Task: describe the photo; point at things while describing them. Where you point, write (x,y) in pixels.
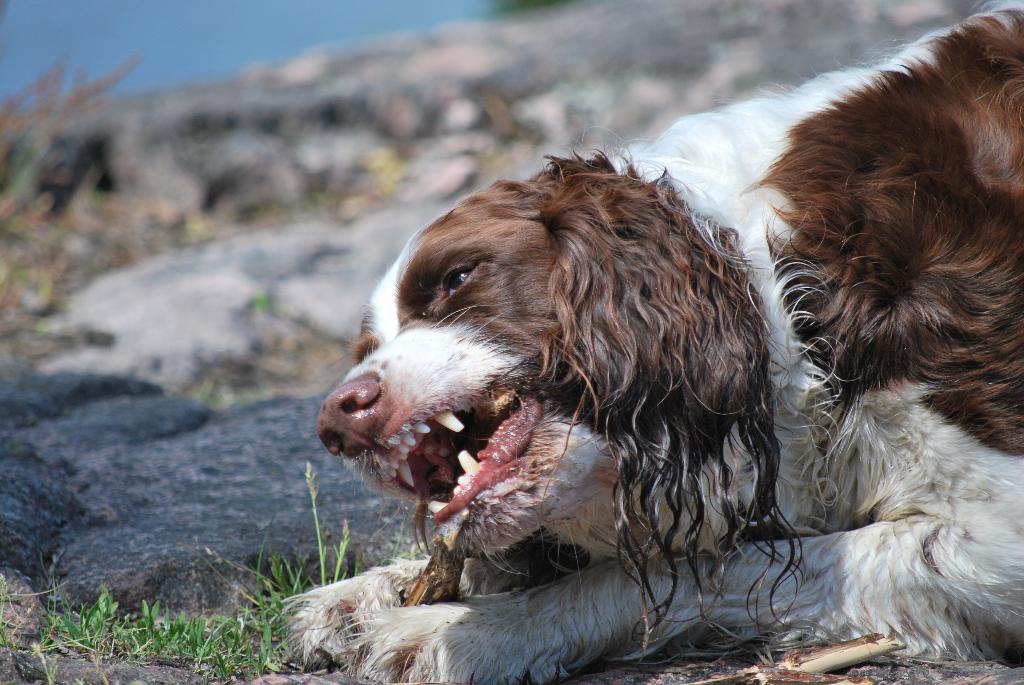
There is a dog (481,468) lying on the ground (706,684) as we can see on the right side of this image (761,412). It seems like there is a rock (237,311) on the left side of this image (178,344).
